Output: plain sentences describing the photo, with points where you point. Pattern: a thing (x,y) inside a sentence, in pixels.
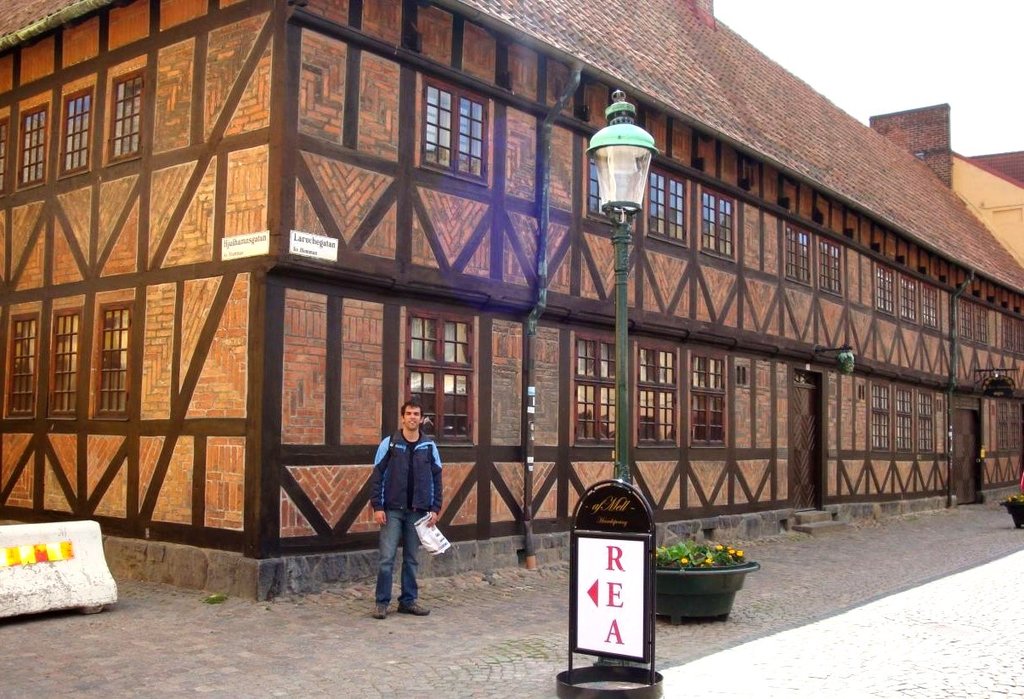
In this image there is one person (411,552) standing in the middle of this image (406,465) is holding some papers (430,535). There is a building (468,329) in the background (787,373). There is a light pole (621,165) in the middle of this image (623,238). There is a ground (705,674) in the bottom of this image (484,651) and there is a sky (825,37) on the top of this image (840,58).
